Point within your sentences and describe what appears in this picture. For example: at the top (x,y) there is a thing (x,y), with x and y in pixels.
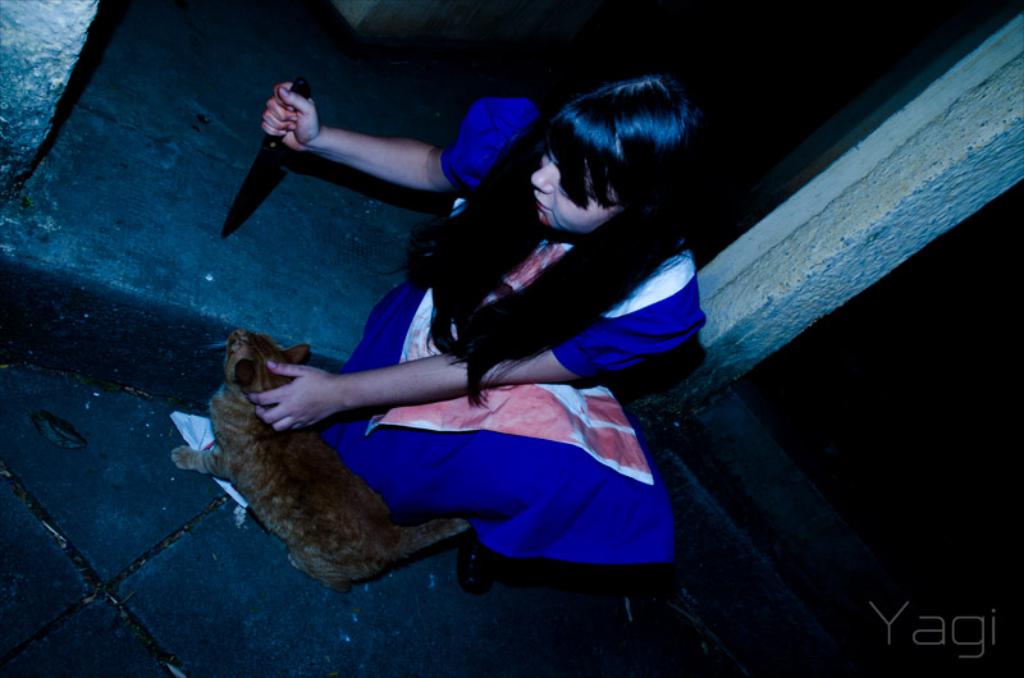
In the foreground of this image (496,464), there is a woman (573,440) squatting and holding a knife (263,197) in her hand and there is also a cat (290,483) near her. In the background (898,185), there is a pillar (848,202), floor (251,23) and the dark background (782,66).
